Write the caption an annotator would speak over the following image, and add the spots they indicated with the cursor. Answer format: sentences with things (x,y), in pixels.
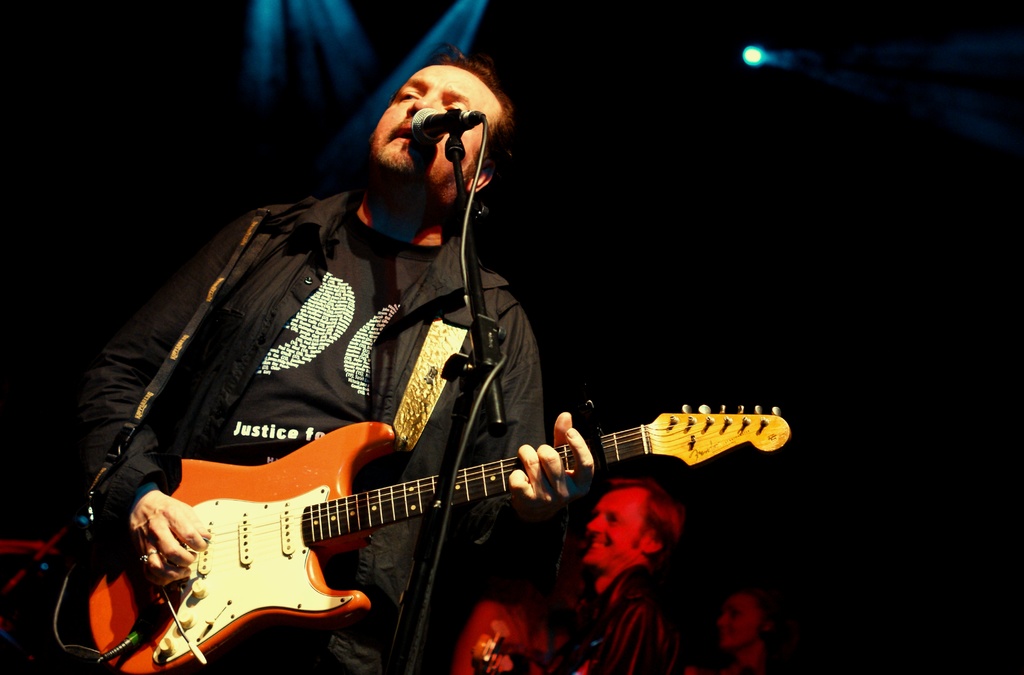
A man (376,291) in black color dress (367,315) is standing, singing, holding and playing guitar (490,467). In front of him, there is a mic (442,123) and stand (492,392). In the background (607,524), there is a man (635,492) standing and laughing. Beside him, there is a woman (746,640) standing. Top of these persons (620,492), there is a light (753,50).
